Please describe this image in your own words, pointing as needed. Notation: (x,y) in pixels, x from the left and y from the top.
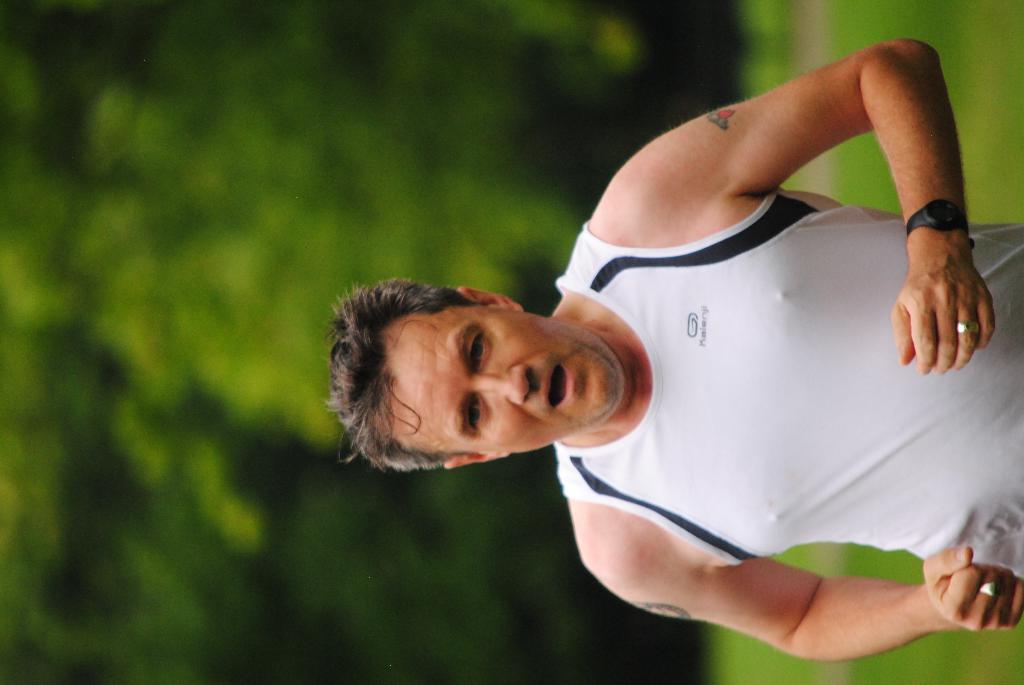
In this image, we can see a person (625,283) on the blur background. This person (713,266) is wearing clothes (793,468) and watch (926,224).
